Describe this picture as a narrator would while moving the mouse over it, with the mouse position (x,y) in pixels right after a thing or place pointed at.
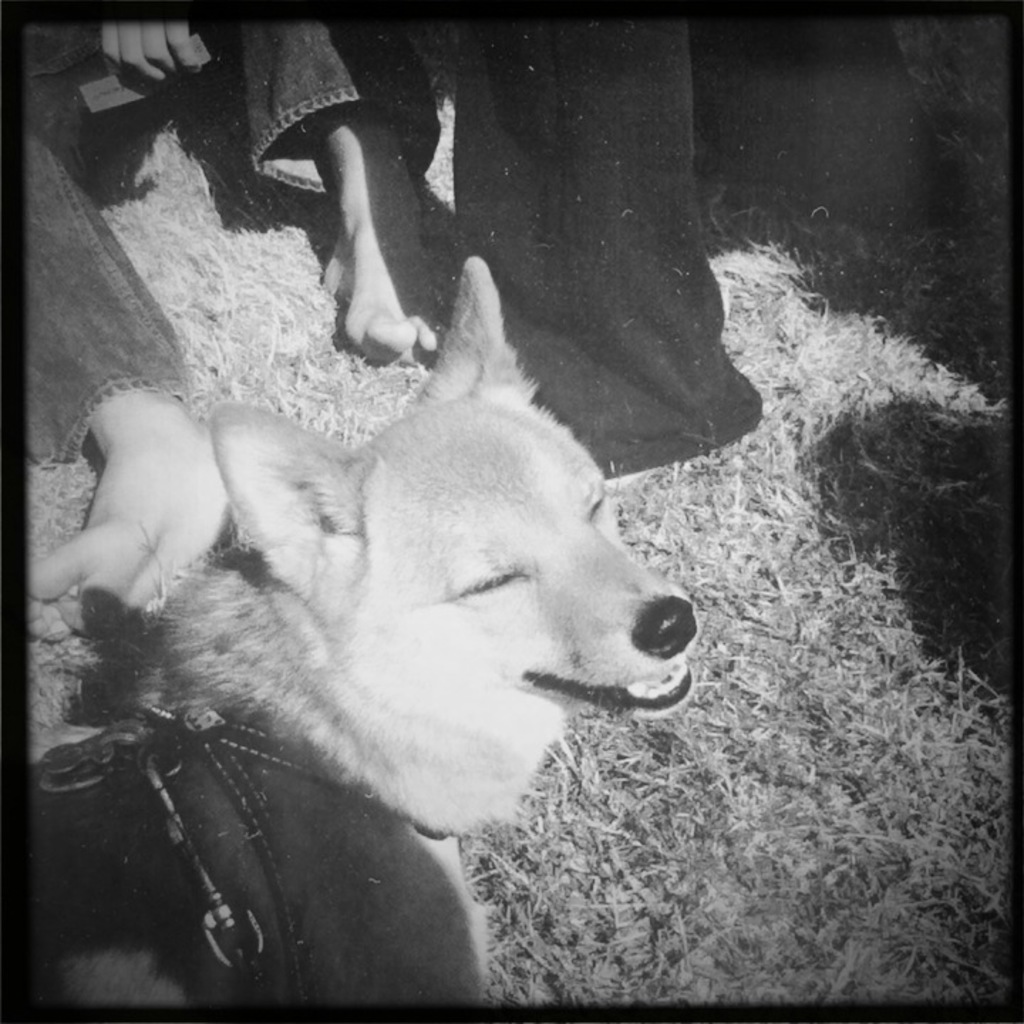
This is a black and white image. There are legs (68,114) of a person (359,214) in the middle (641,348). There is a dog (393,624) in the middle (578,624). There is grass (591,855) in this image.
